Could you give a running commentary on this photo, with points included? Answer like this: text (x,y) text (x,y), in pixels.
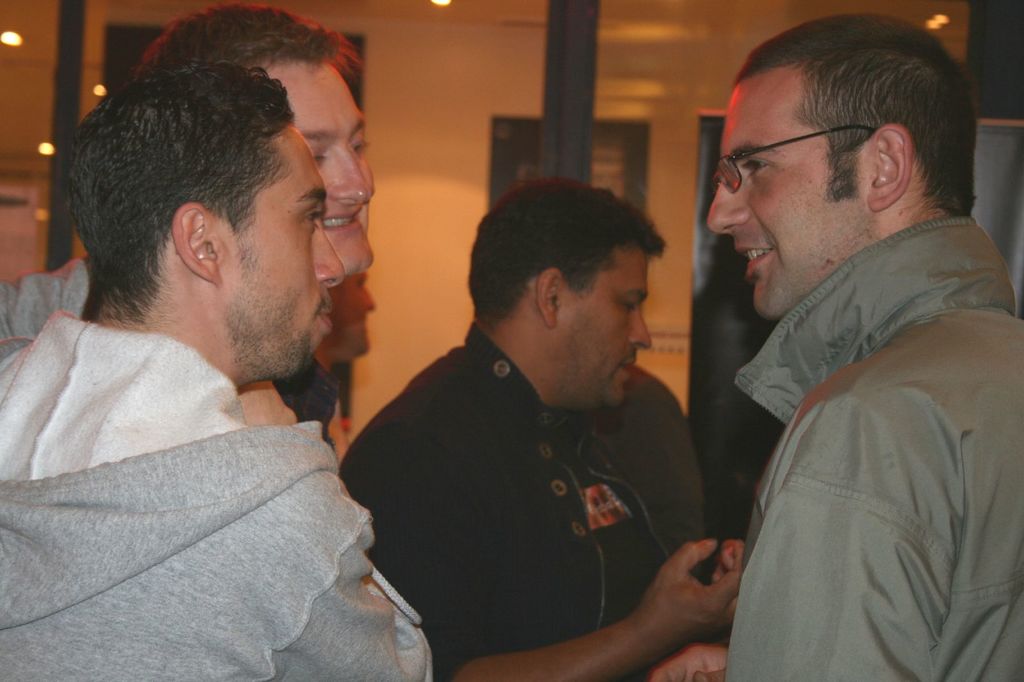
In the center of the image (483,393) we can see a man (591,338) is standing and talking and wearing a coat (567,519). On the right side of the image (834,47) we can see a man (893,290) is standing and wearing jacket (890,405), spectacles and smiling. On the left side of the image (210,297) we can see two people (323,306) are standing and wearing jackets (97,363). In the background of the image (81,31) we can see the wall (652,35), lights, poles (551,132), board (518,145), door (710,172).
